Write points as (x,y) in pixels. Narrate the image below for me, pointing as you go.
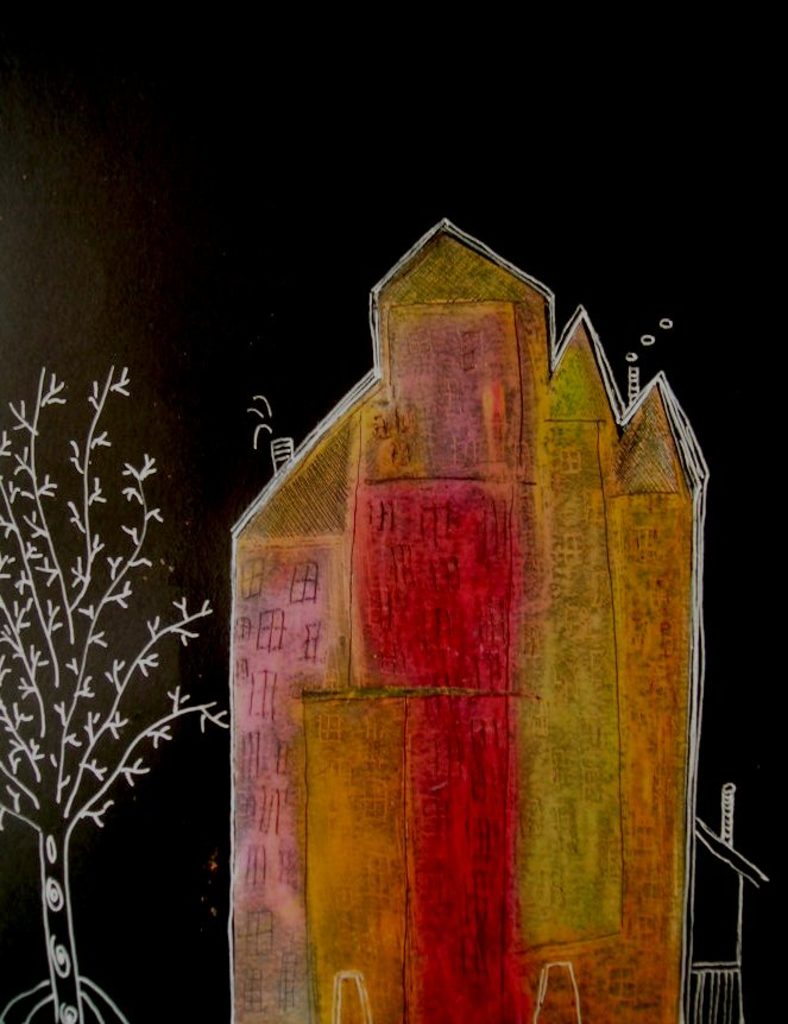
In this image we can see a sketch (534,816). In the sketch (425,721) there are pictures (448,720) of house (461,714) and tree (90,581).
